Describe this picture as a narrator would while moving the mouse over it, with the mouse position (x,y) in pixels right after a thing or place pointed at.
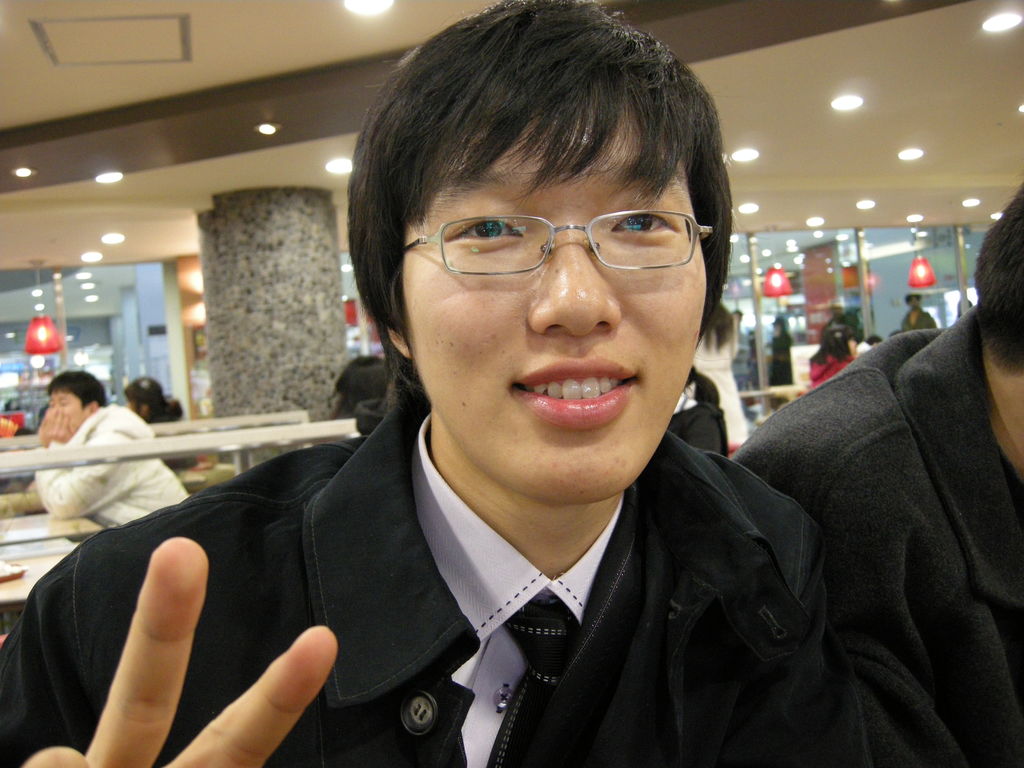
This picture describes about group of people (515,358), in the middle of the image (563,385) we can see a man (613,387), he wore spectacles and he is smiling, in the background (270,133) we can find few lights (270,133) and glasses (883,267).
